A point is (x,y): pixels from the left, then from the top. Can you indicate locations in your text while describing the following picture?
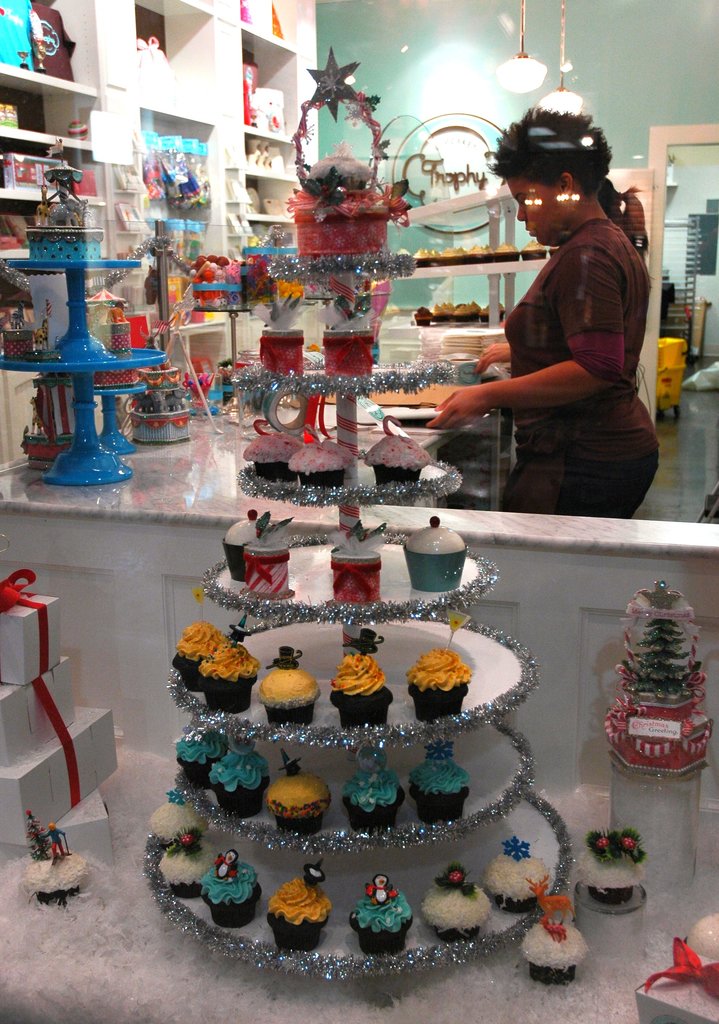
In the center of the image (442,648) there are cupcakes (448,792) and a cake (316,212) placed on the cake stand (336,879). On the right (618,497) there is a lady (590,461) standing. On the left (77,757) there are boxes (56,747) and we can see stands (24,272). In the background (139,287) there are shelves (237,107) and we can see things (142,55) placed in the shelves (216,169). At the top (511,69) there are lights (570,98). At the bottom (684,968) we can see a decor (610,995).
